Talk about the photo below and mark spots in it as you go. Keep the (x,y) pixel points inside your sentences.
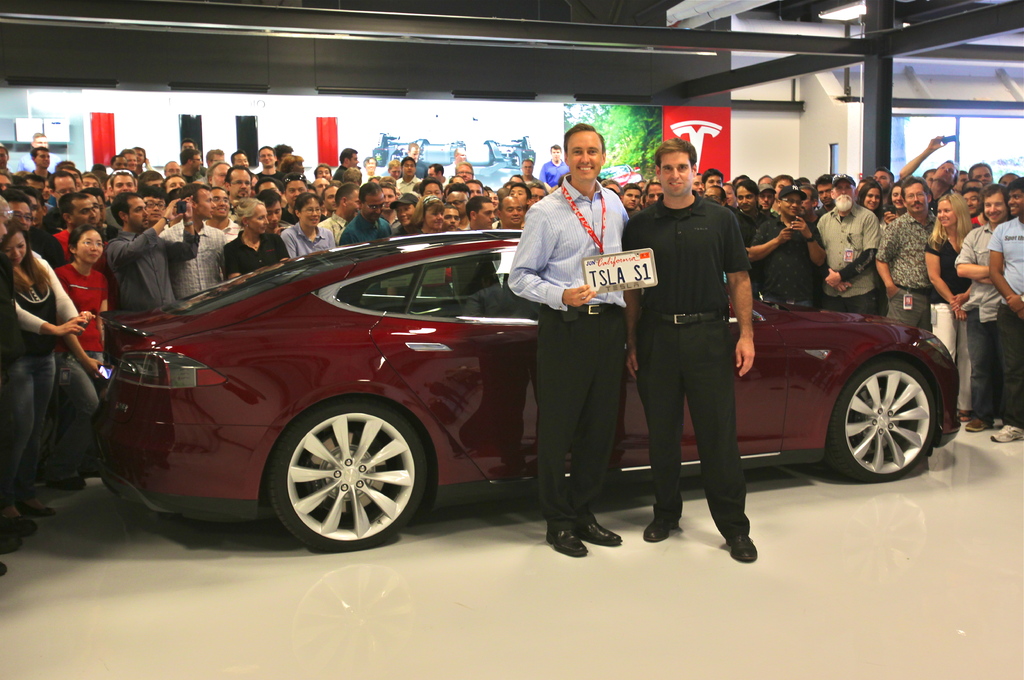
In this image I can see 2 people (629,319) standing, the person (598,312) standing on the left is holding a board (613,262) and there is a car (446,348) and people (15,250) are standing behind them.
